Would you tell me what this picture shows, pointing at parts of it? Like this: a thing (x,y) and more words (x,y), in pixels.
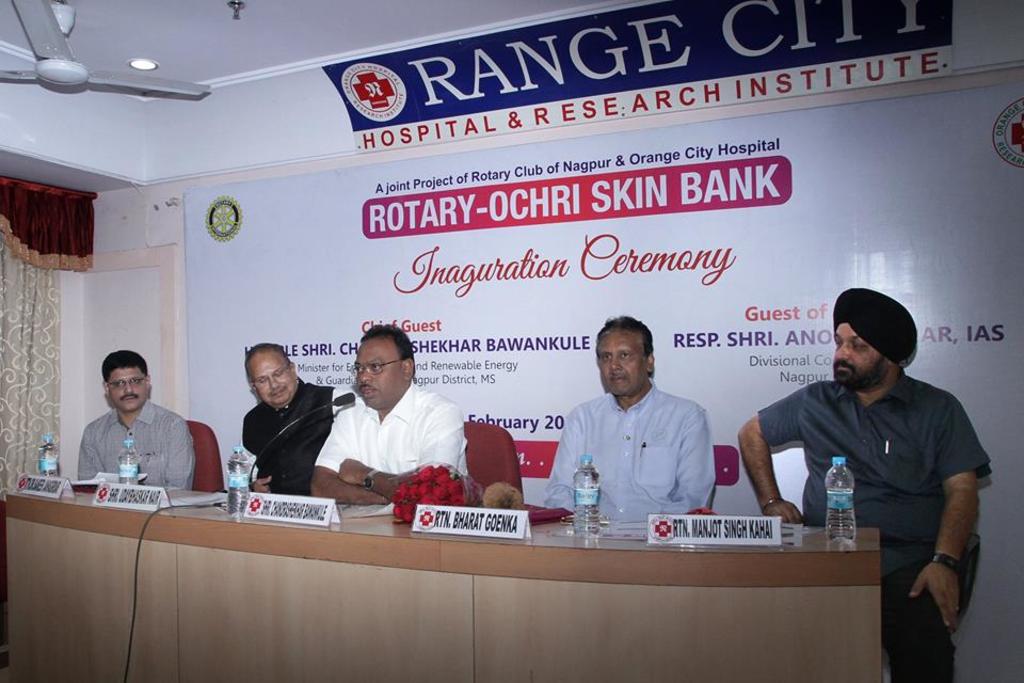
In this picture, we see five men (308,483) are sitting on the chairs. In front of them, we see a table (516,557) on which flower bouquet (424,485), water bottles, microphone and name boards (270,511) are placed. The man (399,471) in the middle of the picture (376,408) wearing a white shirt (409,453) is talking on the microphone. Behind them, we see a white banner (454,290) with some text (504,361) written on it. On the left side (40,400), we see a curtain (56,351). At the top of the picture (63,94), we see the fan (54,48) and the ceiling (81,31) of the room (376,148). This picture is clicked in the conference room (493,356).
